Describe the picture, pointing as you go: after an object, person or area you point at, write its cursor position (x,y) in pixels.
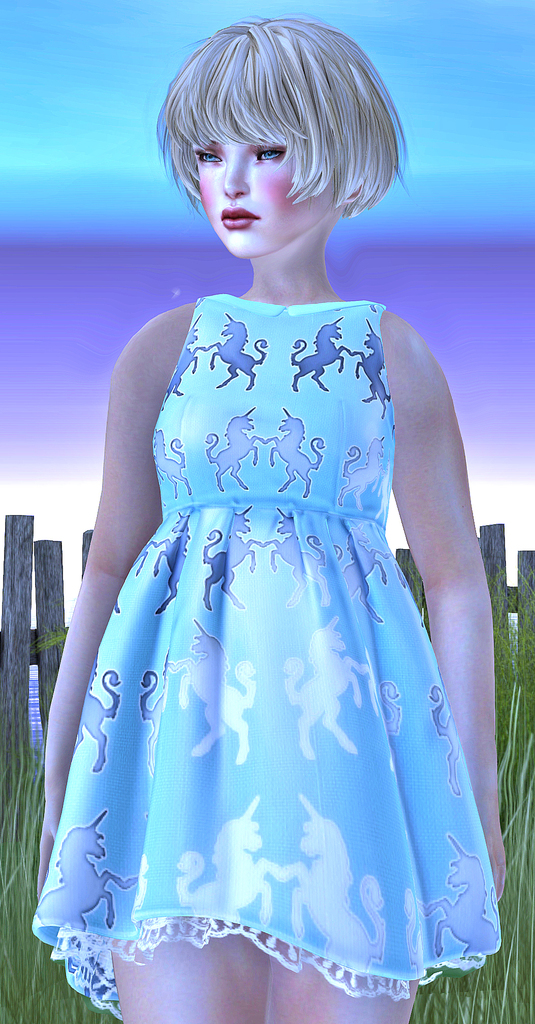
This is an animated picture and in this picture we can see a girl (321,782), grass (504,768) and wooden sticks (50,579).
